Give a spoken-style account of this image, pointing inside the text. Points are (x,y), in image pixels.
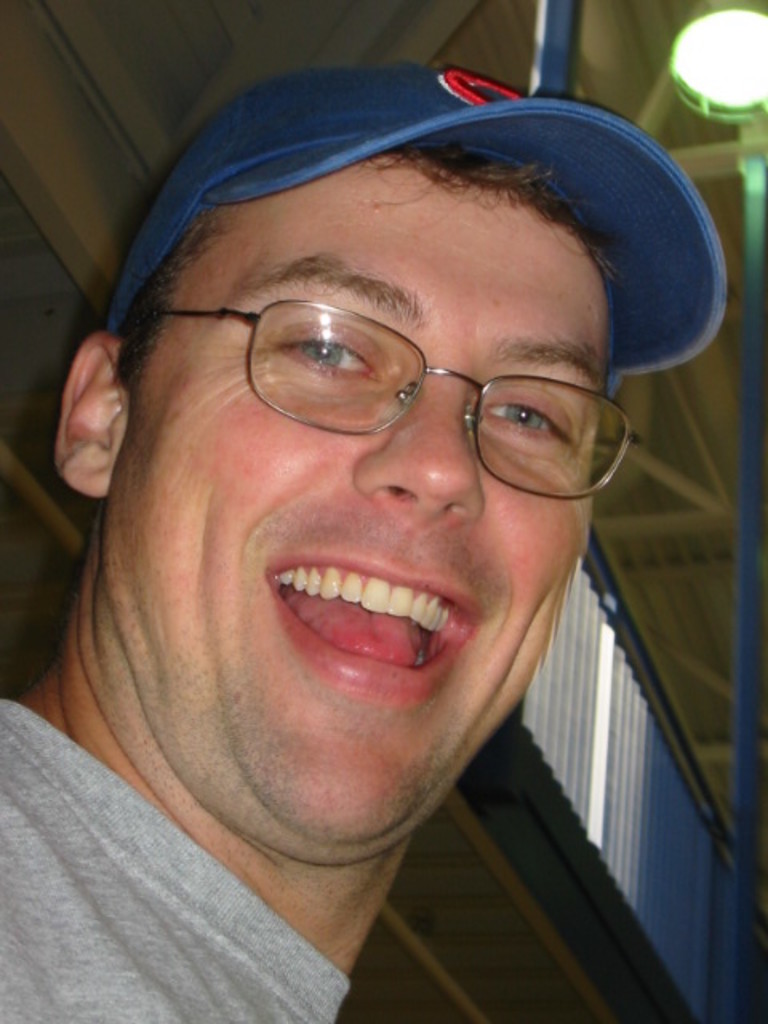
In the image there is a man (319,447) with spectacles (535,411) and a cap (631,181) on his head (468,360). He is smiling. Behind him there is a wall (544,671) and also there is ceiling (682,458) with lights (738,106).
